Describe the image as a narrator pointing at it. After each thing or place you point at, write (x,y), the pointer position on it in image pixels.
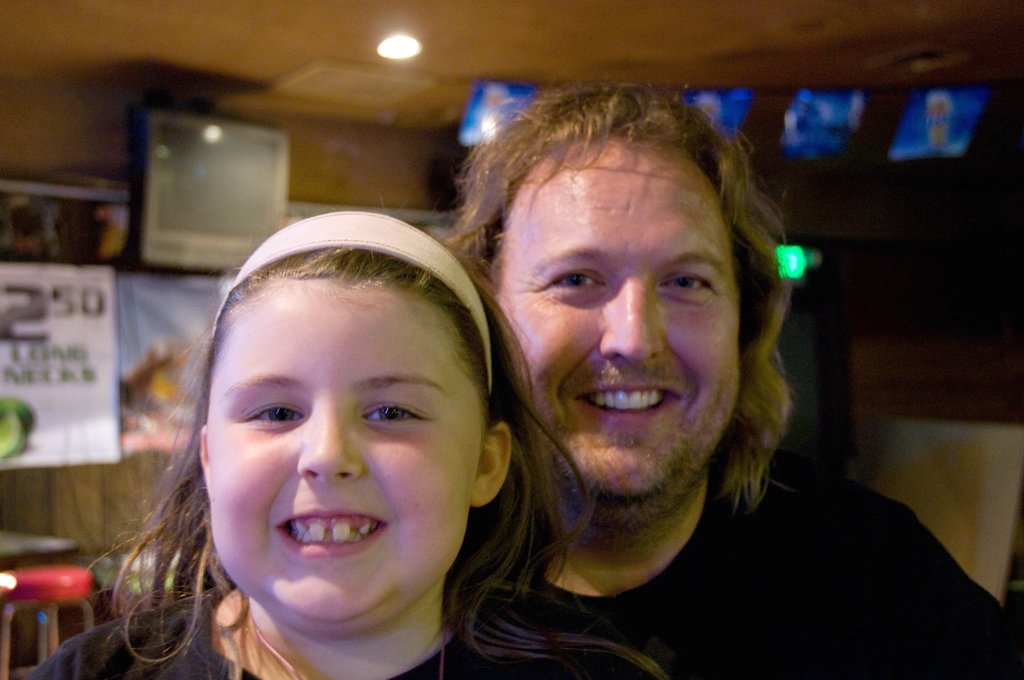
In this image, in the middle (355,450), we can see two people (545,550) man (575,576) and a girl (469,626) wearing black color dress (737,587). In the background (305,172), we can see a television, some posters (55,324) which are attached to a wall (135,480), table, chairs (37,579). At the top (448,75), we can see a roof (338,66) with few lights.
